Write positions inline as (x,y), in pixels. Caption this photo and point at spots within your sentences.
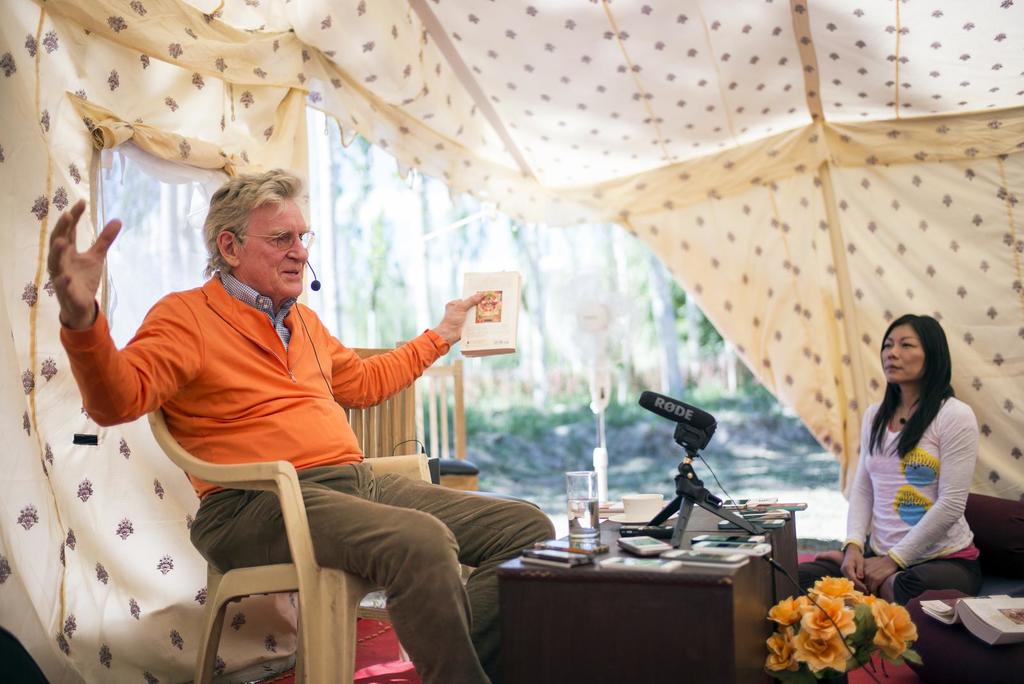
In this picture I can see chairs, there are two persons (808,566) sitting on a chair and on cushions (925,660), there is a book (948,614), flower vase (776,667), a fan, there are mobiles (706,542), glass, cup (631,509), saucer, mike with a mike stand (735,518) on the table (771,576), there is a tent (154,466), and in the background (485,236) there are trees (680,355).
